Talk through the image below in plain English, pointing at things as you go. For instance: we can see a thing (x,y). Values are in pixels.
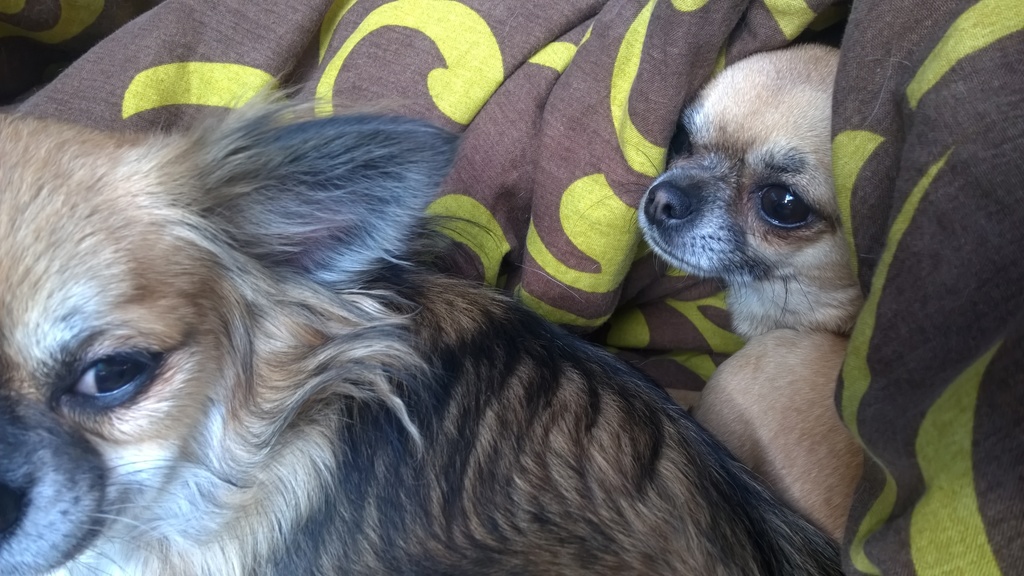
In this image we can see two puppies (540,319) which are of brown color wrapped by a blanket (514,117) which is of brown and yellow color.
